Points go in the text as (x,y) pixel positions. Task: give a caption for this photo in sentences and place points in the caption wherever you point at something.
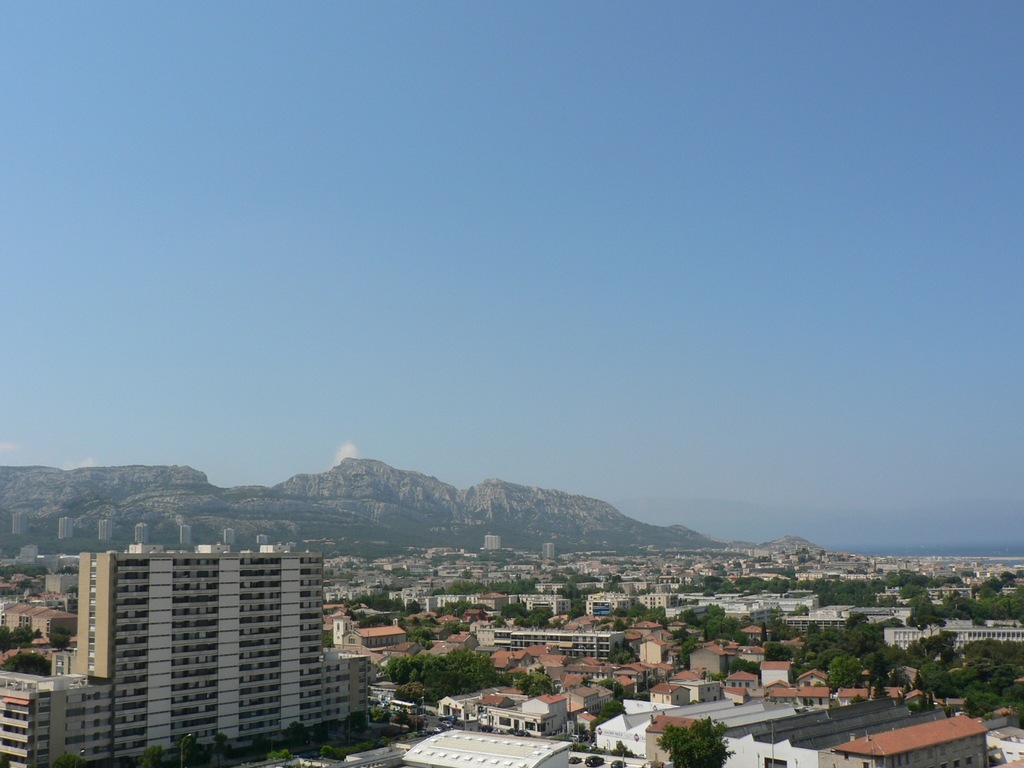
In this image there are trees (622,652) and buildings (704,664). Background (130,525) there are hills (40,531). Top of the image (419,246) there is sky (447,156).
